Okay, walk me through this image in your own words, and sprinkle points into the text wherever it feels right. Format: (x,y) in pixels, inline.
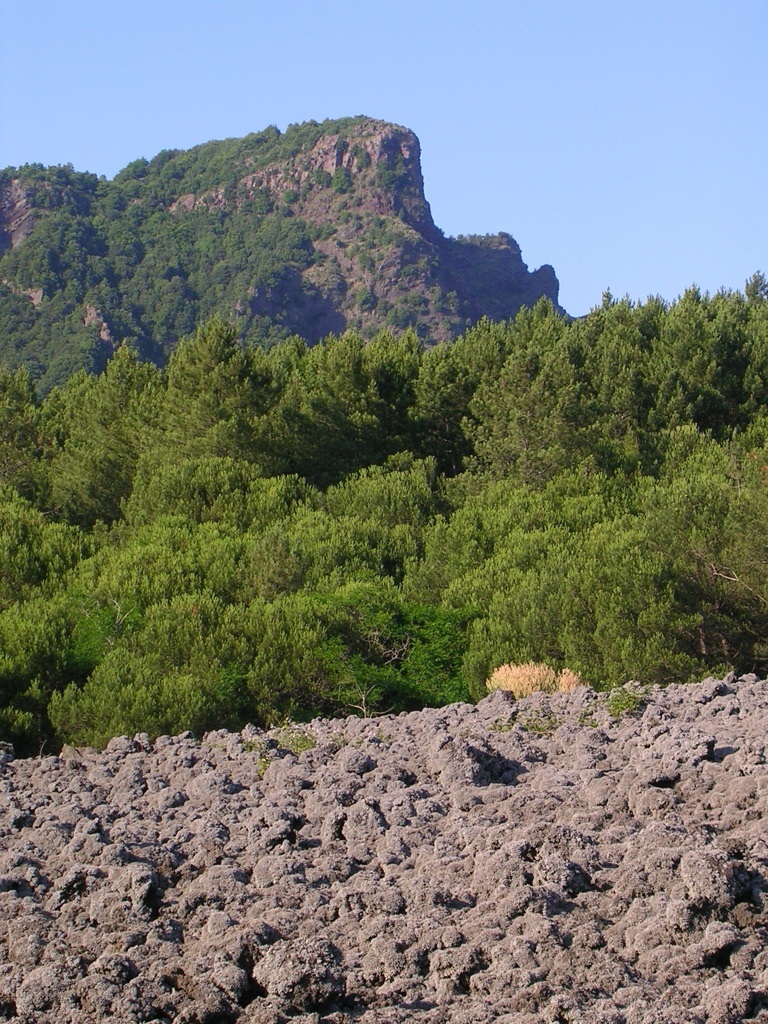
This is an outside view. At the bottom (211,924) there are rocks (221,855). In the middle of the image (453,448) there are many trees (247,674). In the background (272,263) there is a hill (328,128). At the top of the image (535,137) I can see the sky (435,57).
